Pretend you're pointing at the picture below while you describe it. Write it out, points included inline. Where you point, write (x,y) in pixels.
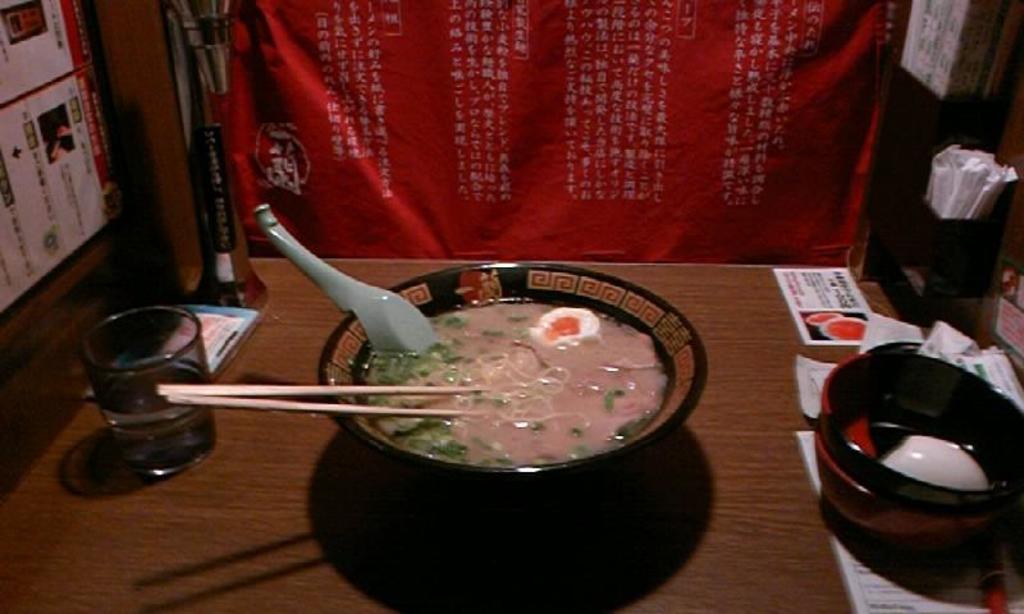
In this image we can see some food (534,388) in the bowl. There are few objects (856,430) on the table (765,433). There is a red colored object (492,163) in the image.
